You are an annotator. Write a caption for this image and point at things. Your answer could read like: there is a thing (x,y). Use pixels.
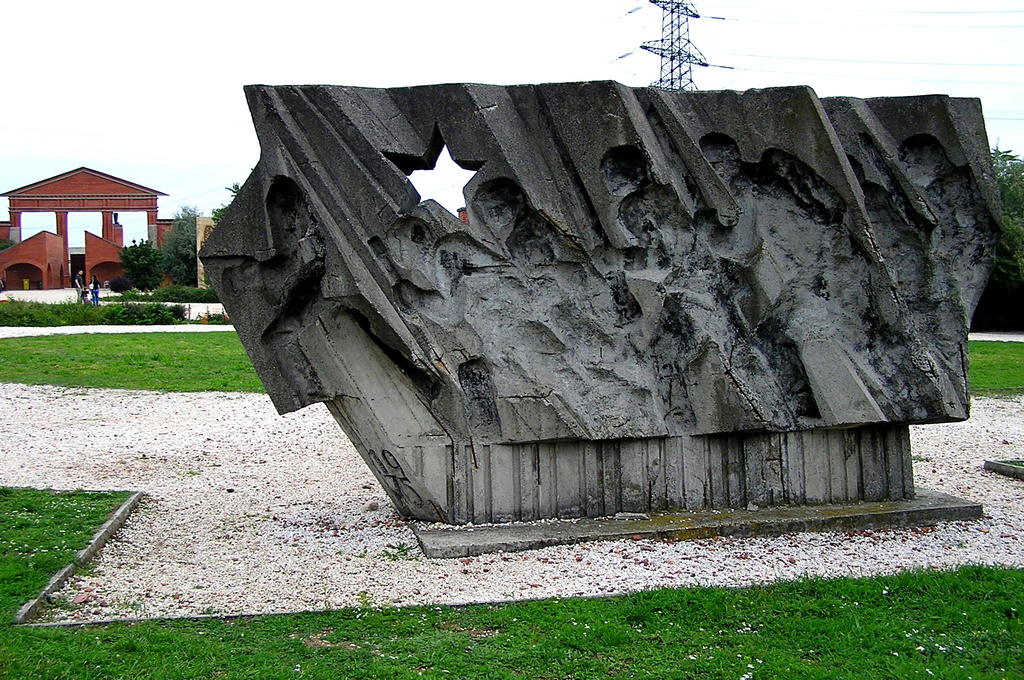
In this picture we can see a sculpture (628,424), grass (185,369), trees (173,258), building (159,234) and some people (80,294) standing on the ground (67,295) and in the background (808,53) we can see the sky (180,91).
